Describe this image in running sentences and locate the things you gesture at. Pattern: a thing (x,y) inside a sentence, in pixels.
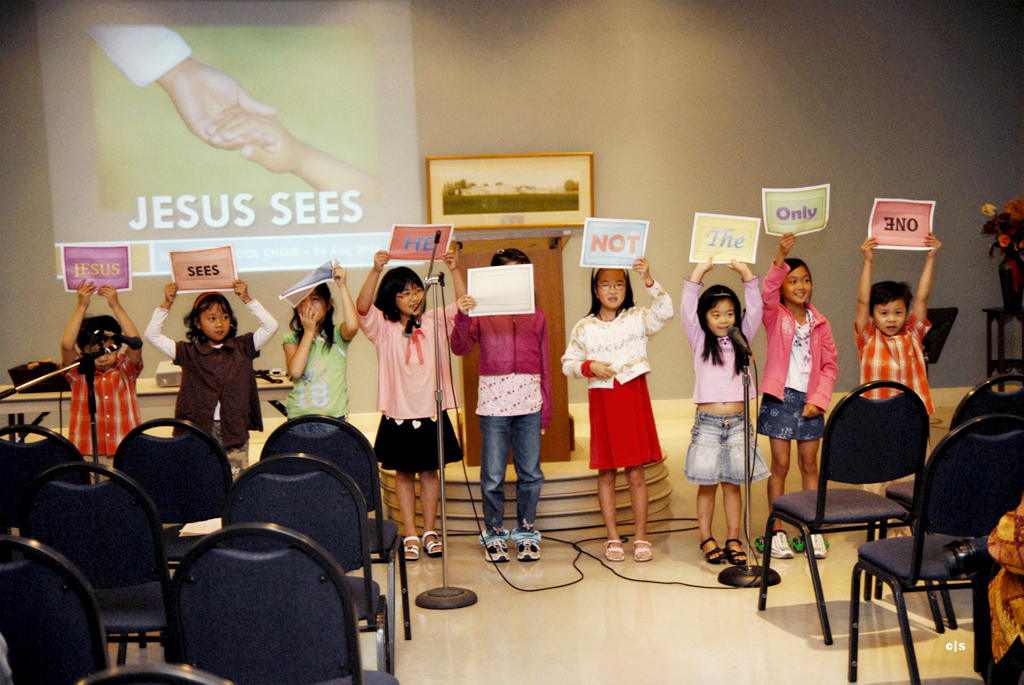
There are kids (694,339) standing and holding papers (430,227) and we can see chairs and microphones (433,282) with stand (462,591). On the background (298,265) we can see wall (604,33), screen (158,35), podium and flowers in vase (1022,270).
